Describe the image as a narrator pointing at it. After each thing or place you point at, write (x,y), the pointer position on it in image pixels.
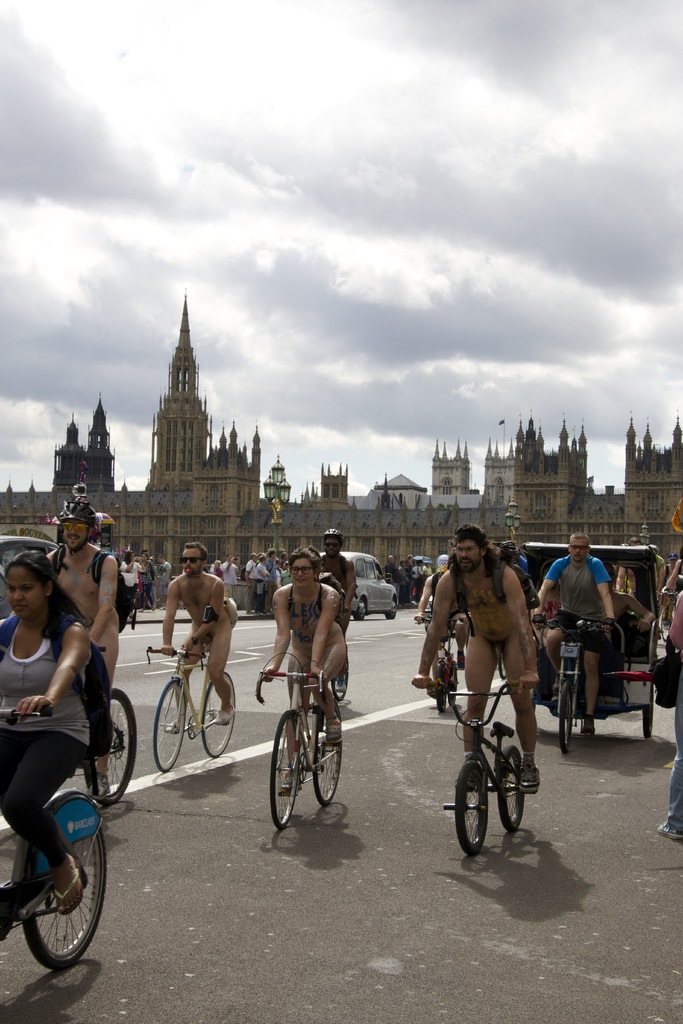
In this image, some peoples (46,738) are riding bicycles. We can see few vehicles (641,589). Background (529,531), there is a building (402,511). Few peoples (136,578) are standing in the middle (267,584). We can see road (347,878) and cloudy sky (329,314).
